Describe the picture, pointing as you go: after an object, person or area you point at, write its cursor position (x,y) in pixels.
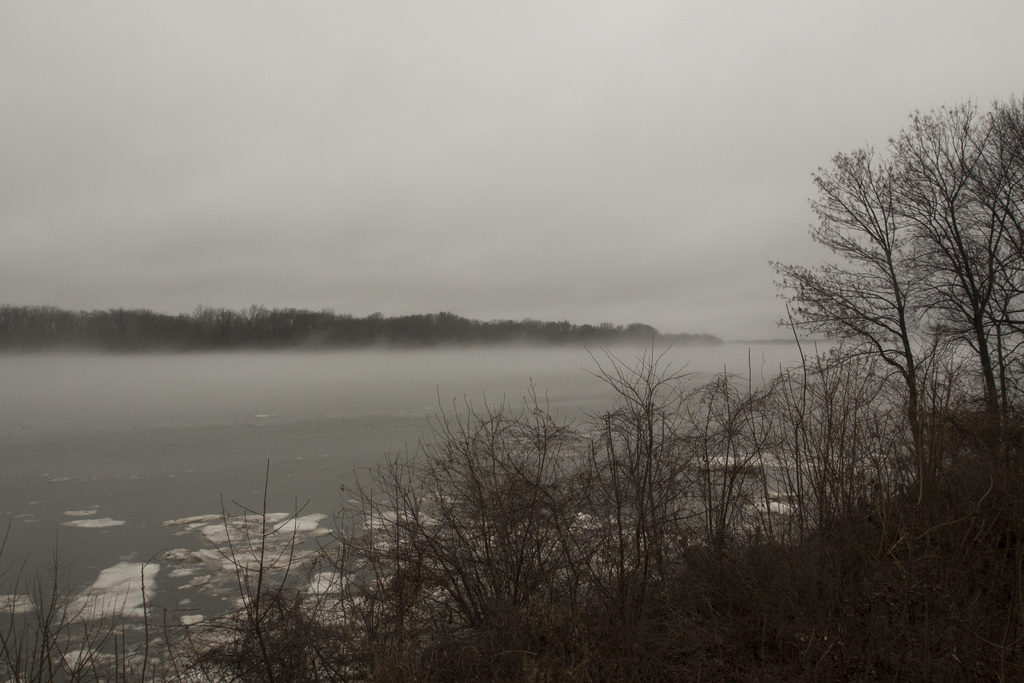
At the bottom of the image (448,634) there are plants (711,601) without leaves. Behind the plants (368,624) there is water (144,477). In the background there are trees (510,322). And there is a white background (787,80).
